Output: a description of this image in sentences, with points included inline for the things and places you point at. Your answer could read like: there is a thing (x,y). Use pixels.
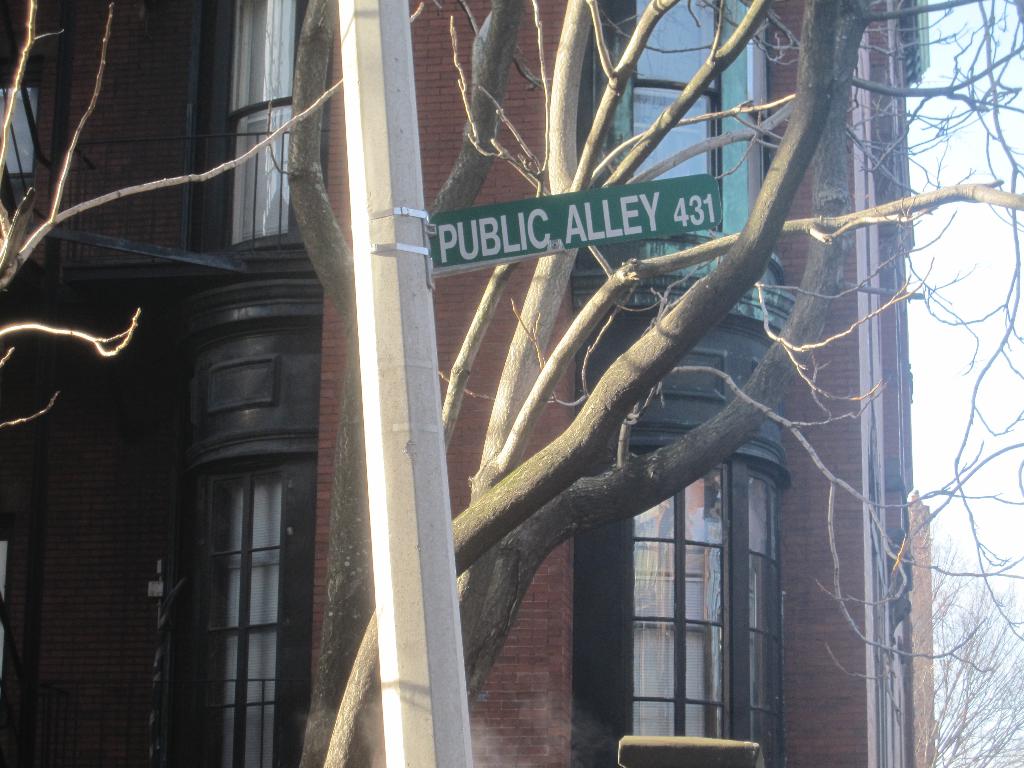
There is a pole (372,412) with a sign board (458,218) on that. In the back (554,376) there are trees (552,449) and building (204,482) with windows (648,565). On the right side (962,357) there is sky (955,350) and tree (990,723).
